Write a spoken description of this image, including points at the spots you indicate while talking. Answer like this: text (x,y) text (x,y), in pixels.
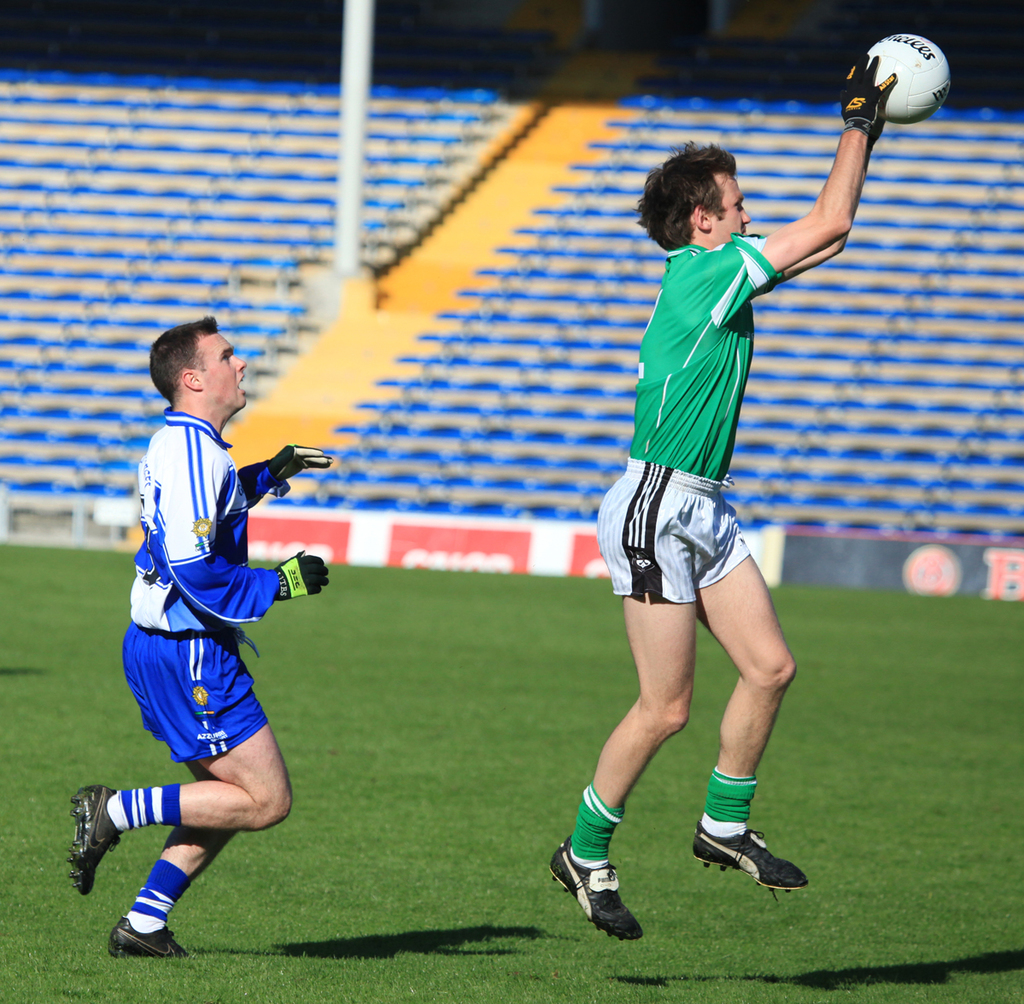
In this image i can see two man (628,516) playing a game at the background (613,467) i can see few chairs (399,161) and a pole (356,121).
